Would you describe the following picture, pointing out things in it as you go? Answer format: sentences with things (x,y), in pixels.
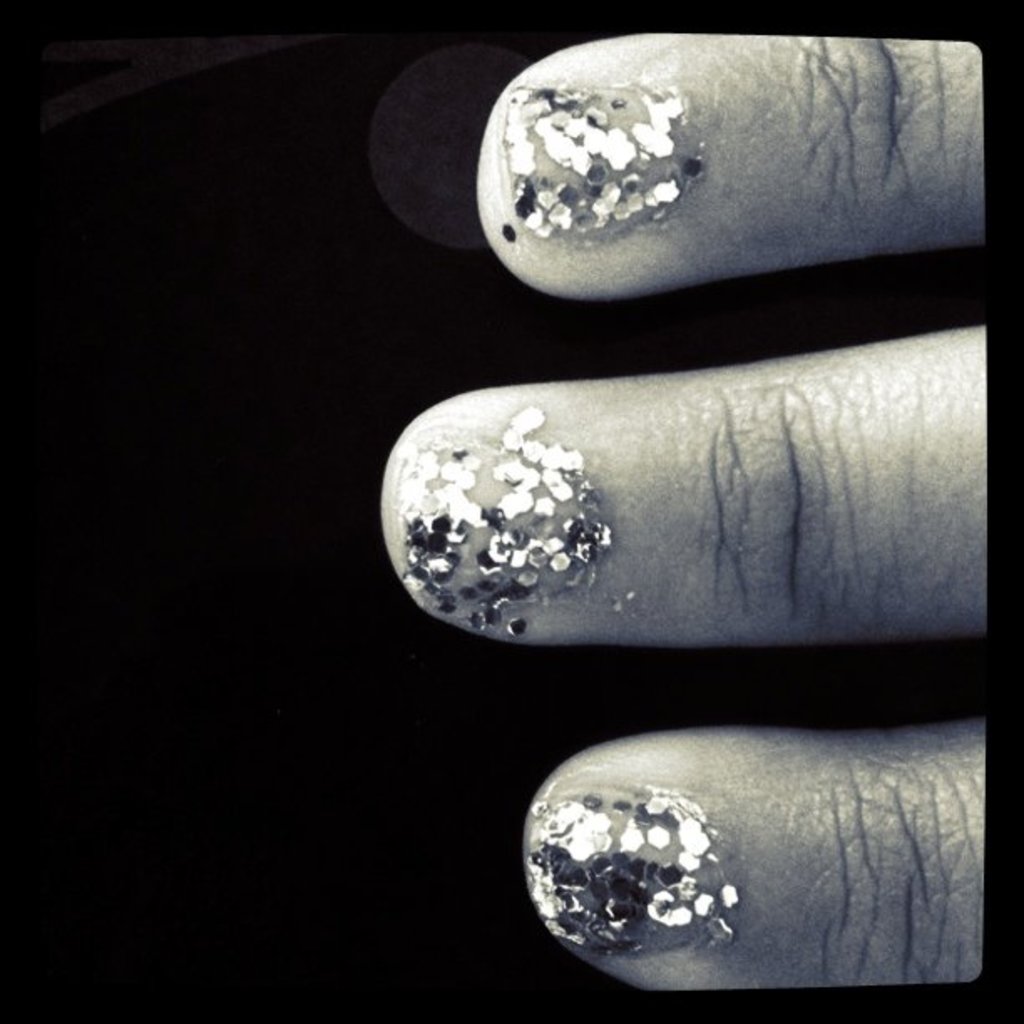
In the image in the center (439,420) we can see three fingers (734,784). And we can see glitter nail paint (563,533) on nails (563,533).
